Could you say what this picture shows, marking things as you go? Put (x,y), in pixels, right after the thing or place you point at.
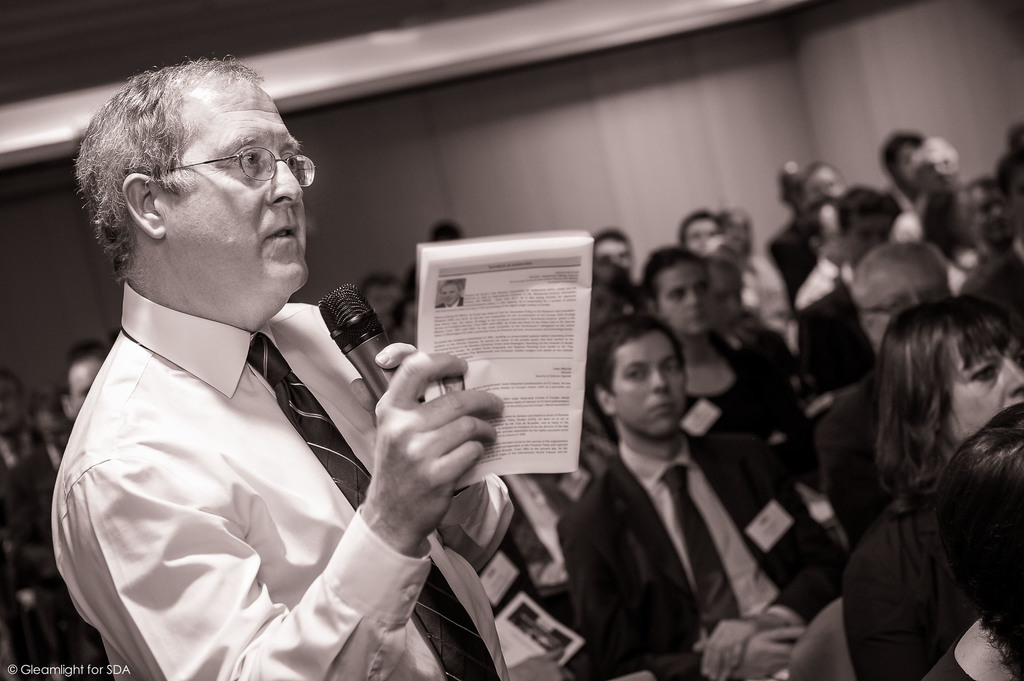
It is a black and white picture and at the left side of the picture (93,422) one person (358,536) is standing and wearing a white shirt (240,494) and tie (290,415) and holding a microphone (376,382) and book (478,362) in his hands (447,399) and he is wearing glasses (251,181) and behind him there is a crowd (737,291) and behind them there is a wall (687,145).
